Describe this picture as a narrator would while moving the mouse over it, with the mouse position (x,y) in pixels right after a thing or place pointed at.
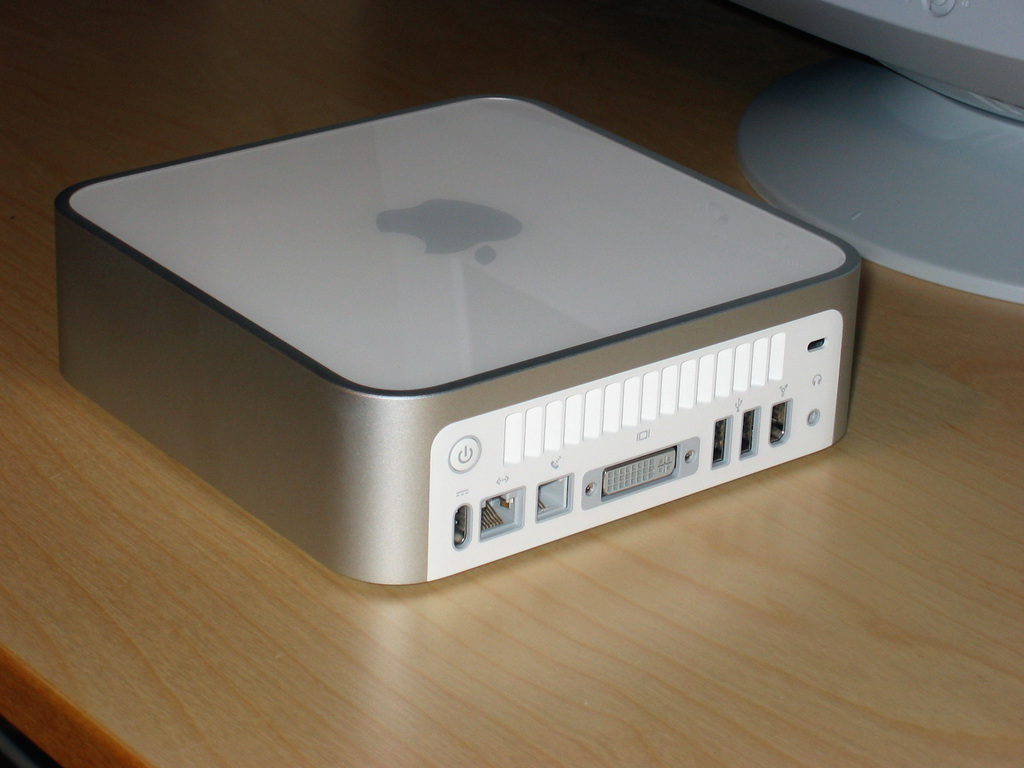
In this image we can see an electronic device (270,466) on a table (603,568). On the device (478,214) we can see an apple symbol (392,228).
